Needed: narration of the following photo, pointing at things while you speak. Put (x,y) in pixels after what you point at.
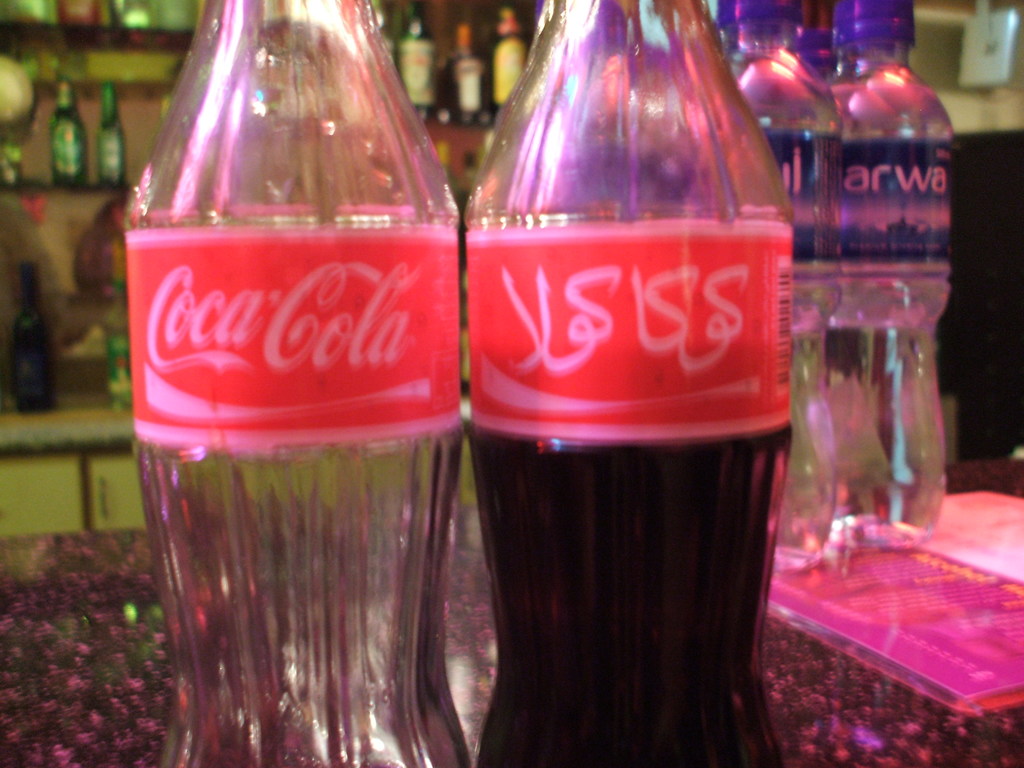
the picture contains some bottles (508,202) are there behind the bottles (138,268) some more bottles (66,96) are there.
